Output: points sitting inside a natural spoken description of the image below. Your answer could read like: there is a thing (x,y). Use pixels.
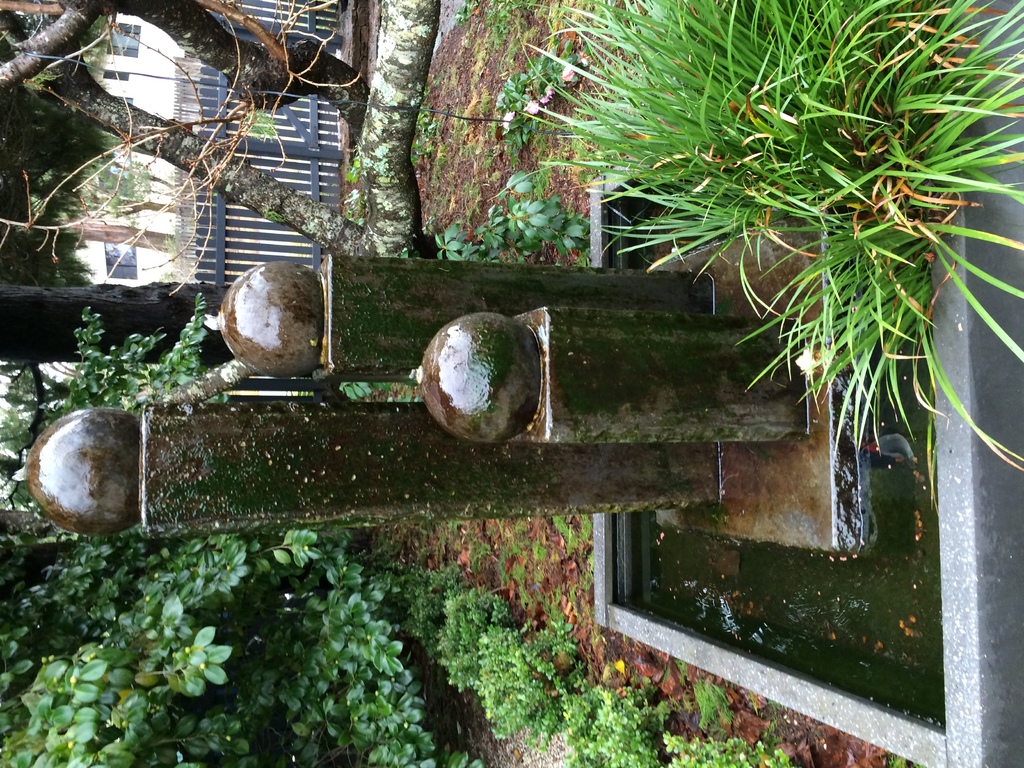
In this picture I can see a water feature (627,243), there is grass (508,521), fence (199,242), there are plants (20,596), trees (219,31), this is looking like a building (172,182).
